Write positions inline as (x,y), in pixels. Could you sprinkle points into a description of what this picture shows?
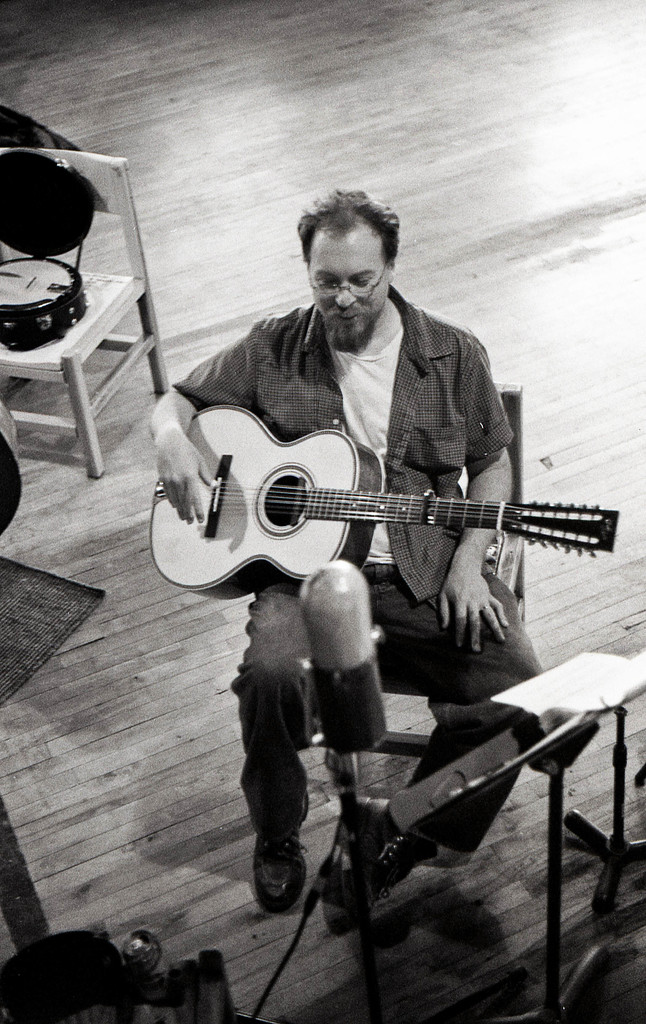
In the image we can see there is a man (374,571) who is sitting and holding guitar (395,507) in his hand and the image is in black and white colour.
